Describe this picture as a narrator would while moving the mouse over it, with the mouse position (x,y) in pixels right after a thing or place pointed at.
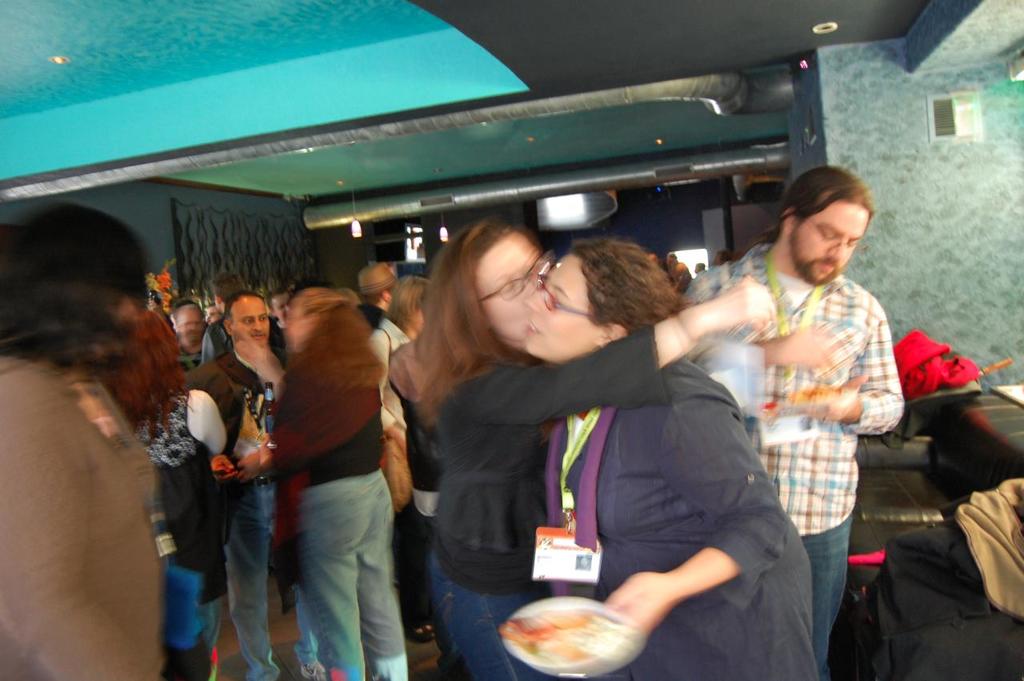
In the center of the image (521,333) we can see many persons (199,393) standing on the floor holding plates (520,618) and beverage bottles (272,421). On the right side of the image (917,534) we can see sofa (924,518) and clothes (943,559). In the background (167,268) we can see flowers (158,286), persons (669,259), windows (401,252), lights (358,230) and door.
